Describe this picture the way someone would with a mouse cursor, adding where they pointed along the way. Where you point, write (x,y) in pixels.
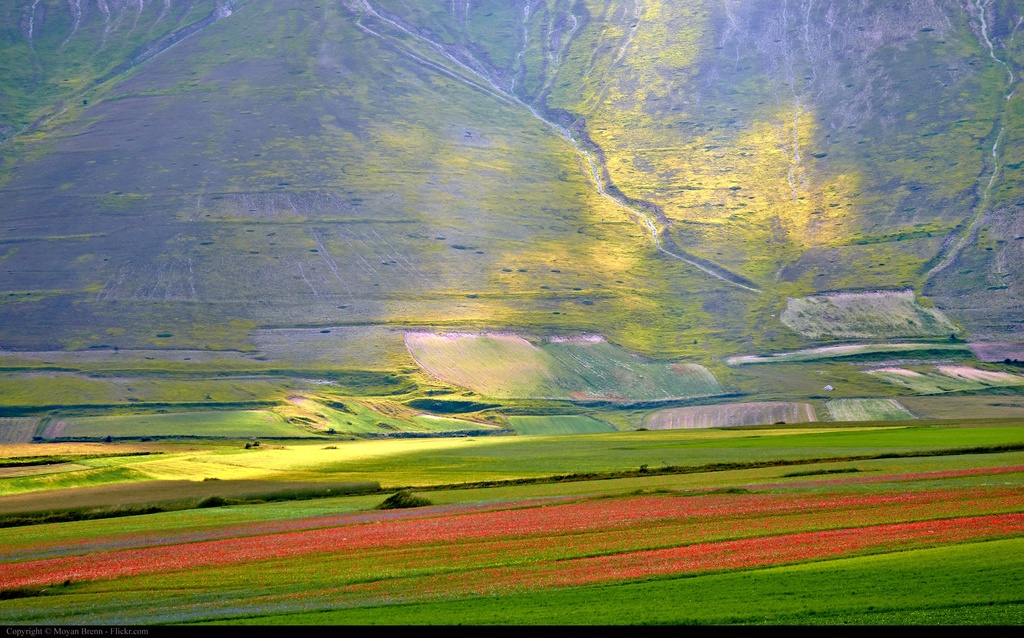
In this given picture, We can see mountains (736,233), an agricultural land (536,501) which is in green and red color after that, We can see few routes (519,54).
